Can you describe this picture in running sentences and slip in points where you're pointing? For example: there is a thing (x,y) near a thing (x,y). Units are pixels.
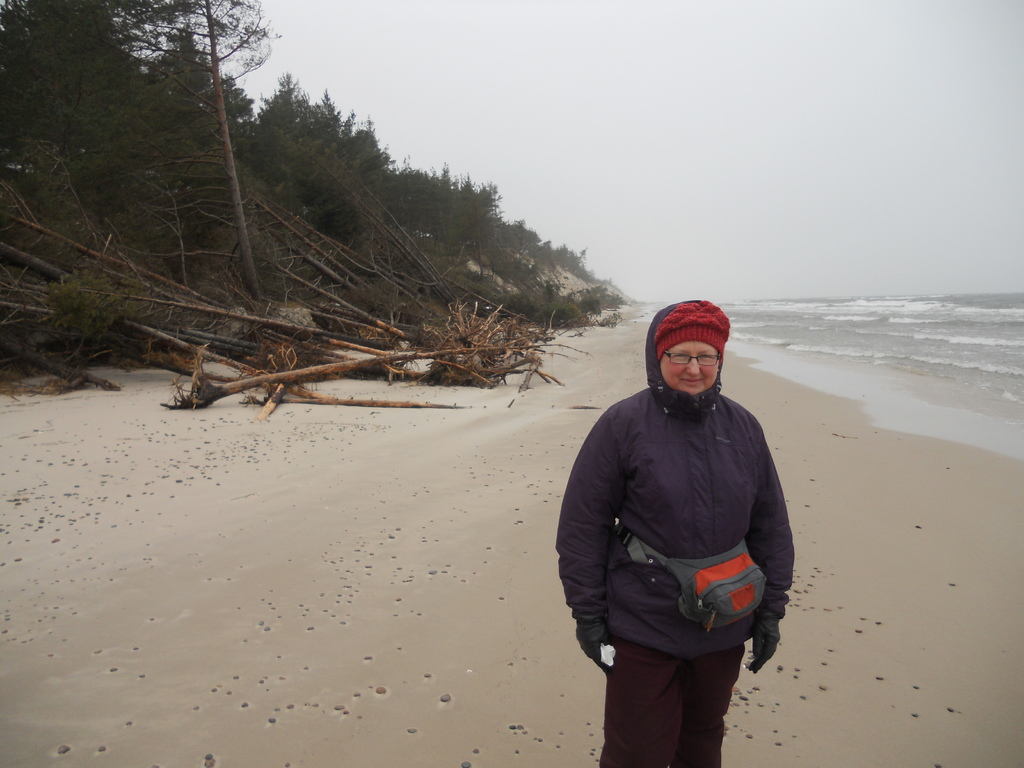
In this picture we can see a person (635,682) is standing on the sand (589,689) and behind the person (758,528) there are trees (551,320), sea (992,373) and a sky (855,157).
